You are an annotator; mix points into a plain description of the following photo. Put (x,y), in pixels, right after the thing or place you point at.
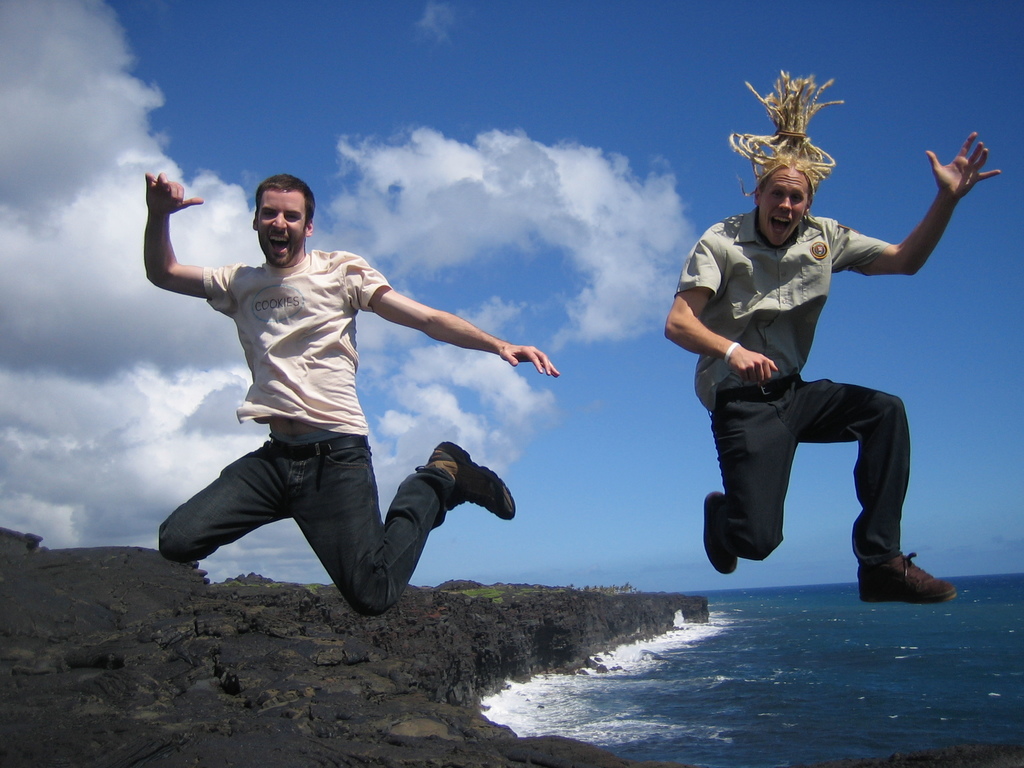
This image consists of two persons (798,368) jumping. They are in the air. At the bottom (535,711), we can see the water (815,722). It looks like it is clicked near the ocean (822,645). On the left (198,629), there are rocks (457,684). At the top (395,171), there are clouds (395,171) in the sky (3,351).
